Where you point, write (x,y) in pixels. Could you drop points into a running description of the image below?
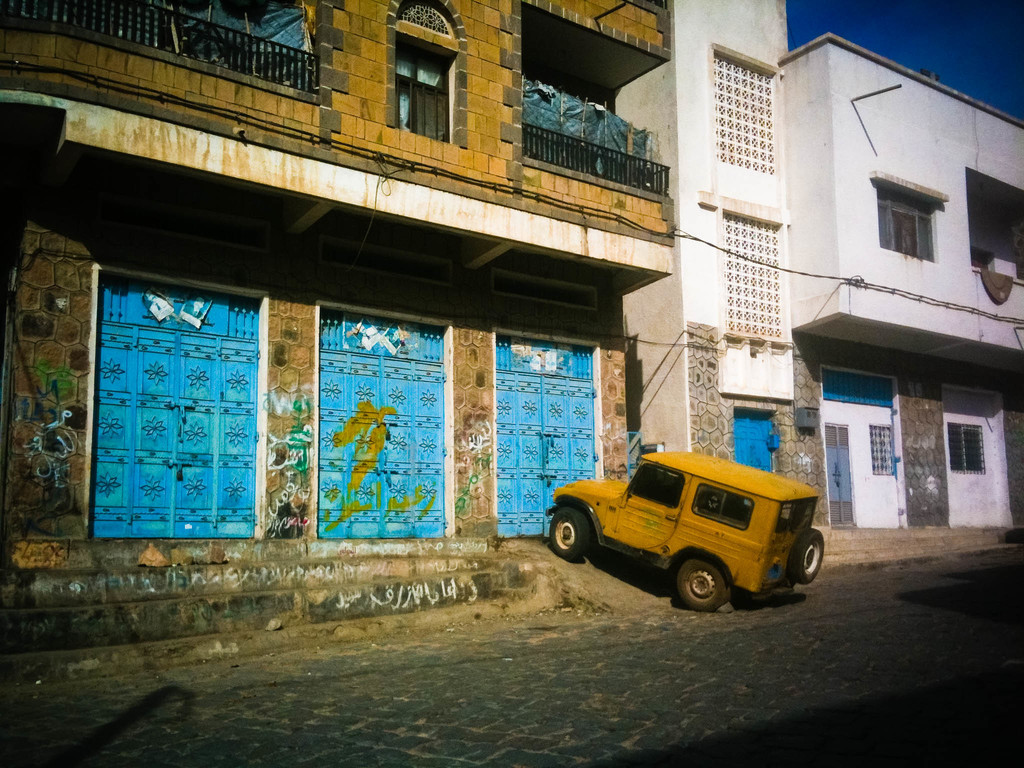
This image is taken outdoors. At the bottom of the image (508,673) there is a road (787,651). In the middle of the image (546,315) there are two buildings (665,309) with walls (653,223), windows (904,233), doors (415,461), railings (204,48) and balconies (575,142). A jeep (792,575) is parked on the road (543,616).
